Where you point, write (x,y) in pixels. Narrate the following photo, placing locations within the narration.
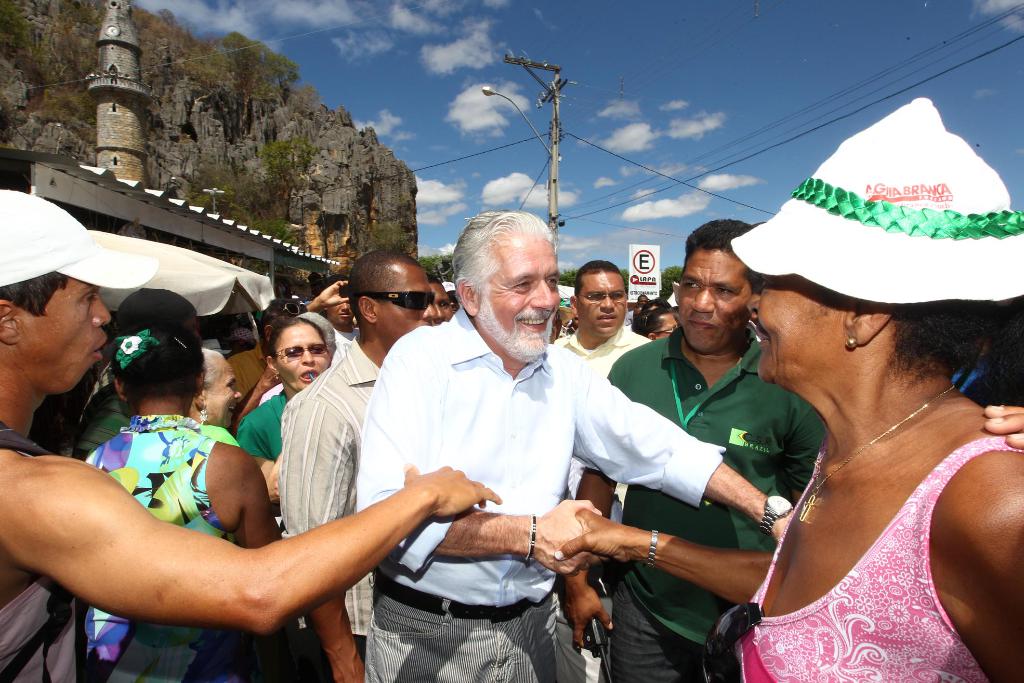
In the image few people (88,273) are standing and smiling. Behind them there are some hills (382,177) and poles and sign boards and trees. At the top of the image (760,13) there are some clouds (199,6) and sky (1015,108).
